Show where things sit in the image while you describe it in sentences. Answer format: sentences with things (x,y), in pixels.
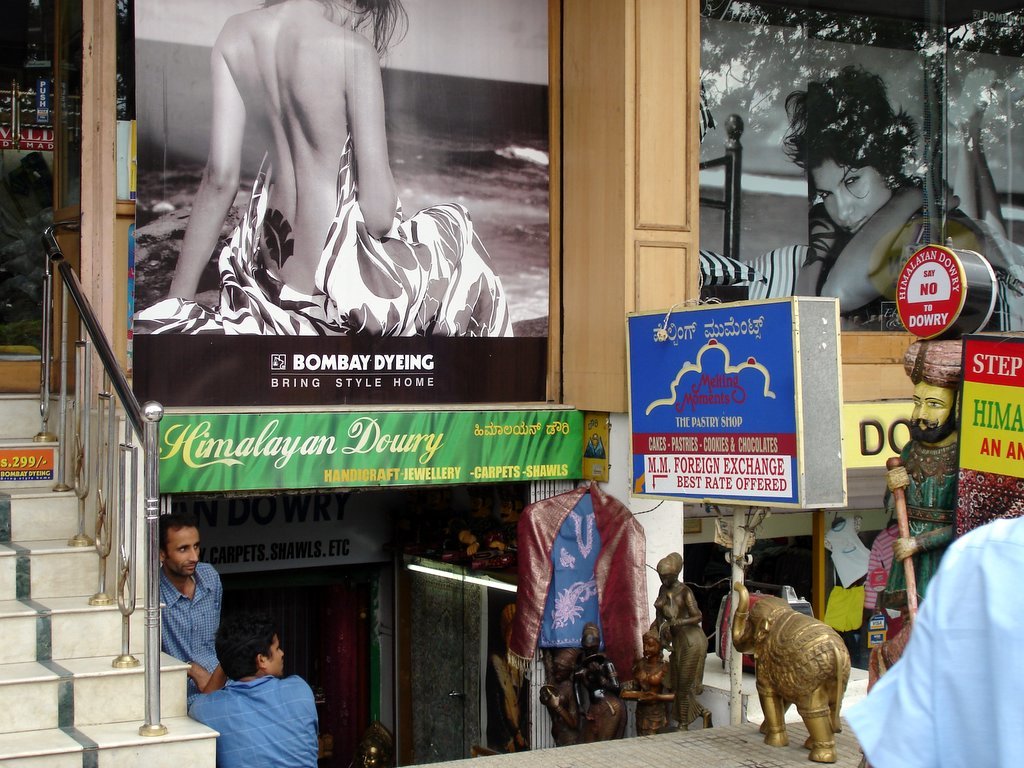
In this image there are people (901,754), there are boards (574,465), clothes (532,629), posters (1000,211), sculptures (565,661), a building (19,364), iron rods (55,227), light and some other items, and there is reflection (833,32) of trees (797,42) and sky (1001,119).
